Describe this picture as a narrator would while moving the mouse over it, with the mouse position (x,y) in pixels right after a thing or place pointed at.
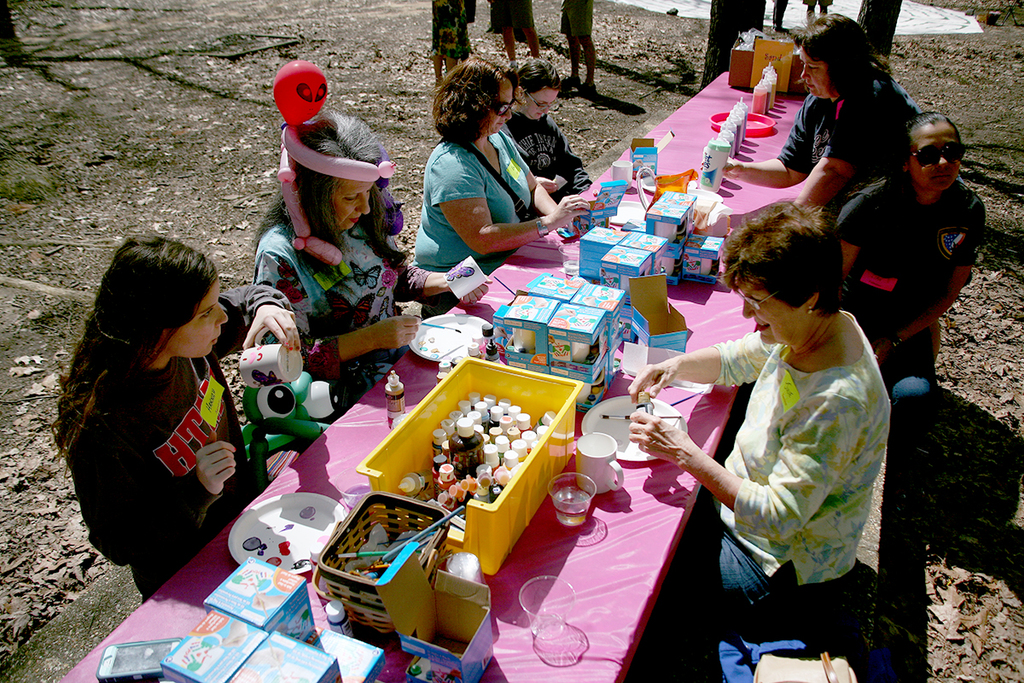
In this image we can see few persons (757,573) are sitting on the platforms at the table (538,674) and on the table (524,288) we can see boxes (491,529), plates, glasses (576,486), cups (580,458), brush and other objects (488,456) and a person (448,283) is holding cup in the hand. In the background (732,42) we can see few persons (455,58), leaves (245,109), trees (715,26) and objects (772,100) on the ground (979,61).
